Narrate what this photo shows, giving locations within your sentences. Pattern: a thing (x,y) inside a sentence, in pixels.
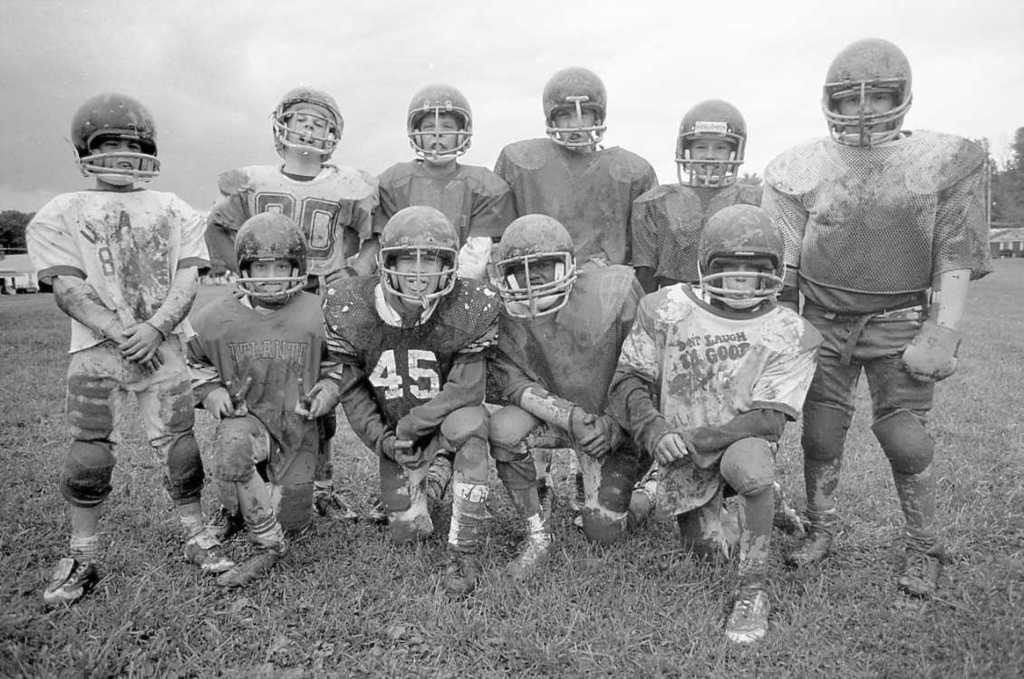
In the picture we can see group of people (411,306) wearing sports dress (453,358), helmets (524,245), some are standing and some are crouching down and in the background of the picture (281,52) there are some trees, cloudy sky (574,22).
